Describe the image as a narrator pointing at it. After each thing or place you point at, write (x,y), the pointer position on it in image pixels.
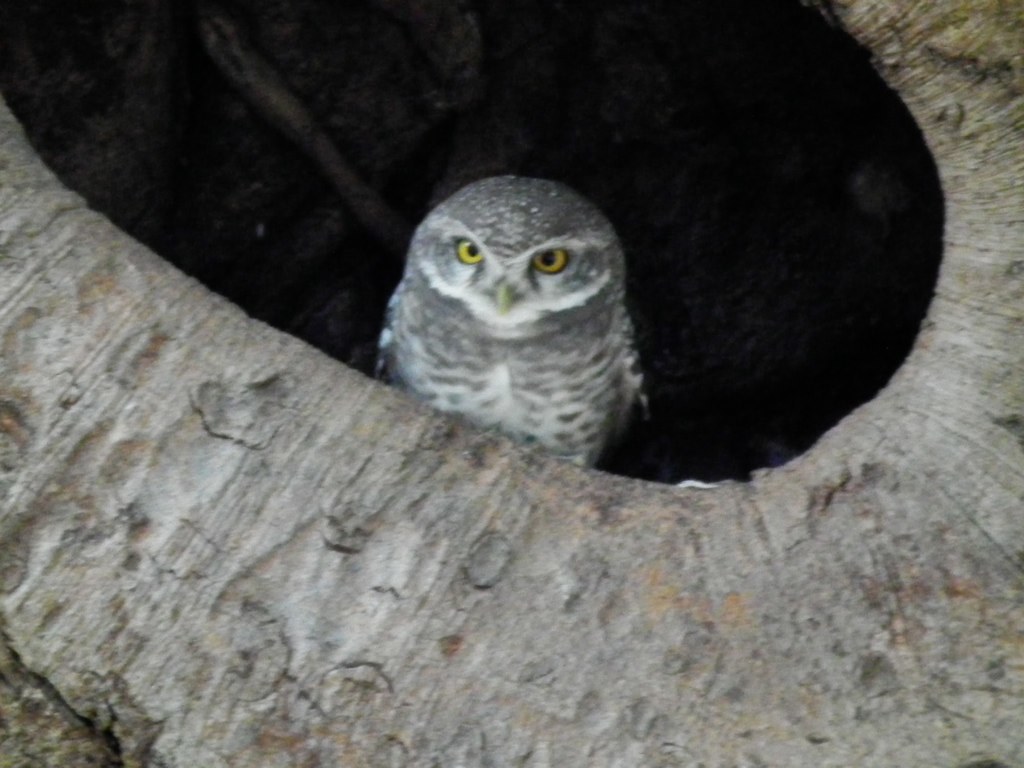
In this image, I can see an owl (467,393) standing inside the tree trunk (898,488). The background (459,100) looks dark in color.
